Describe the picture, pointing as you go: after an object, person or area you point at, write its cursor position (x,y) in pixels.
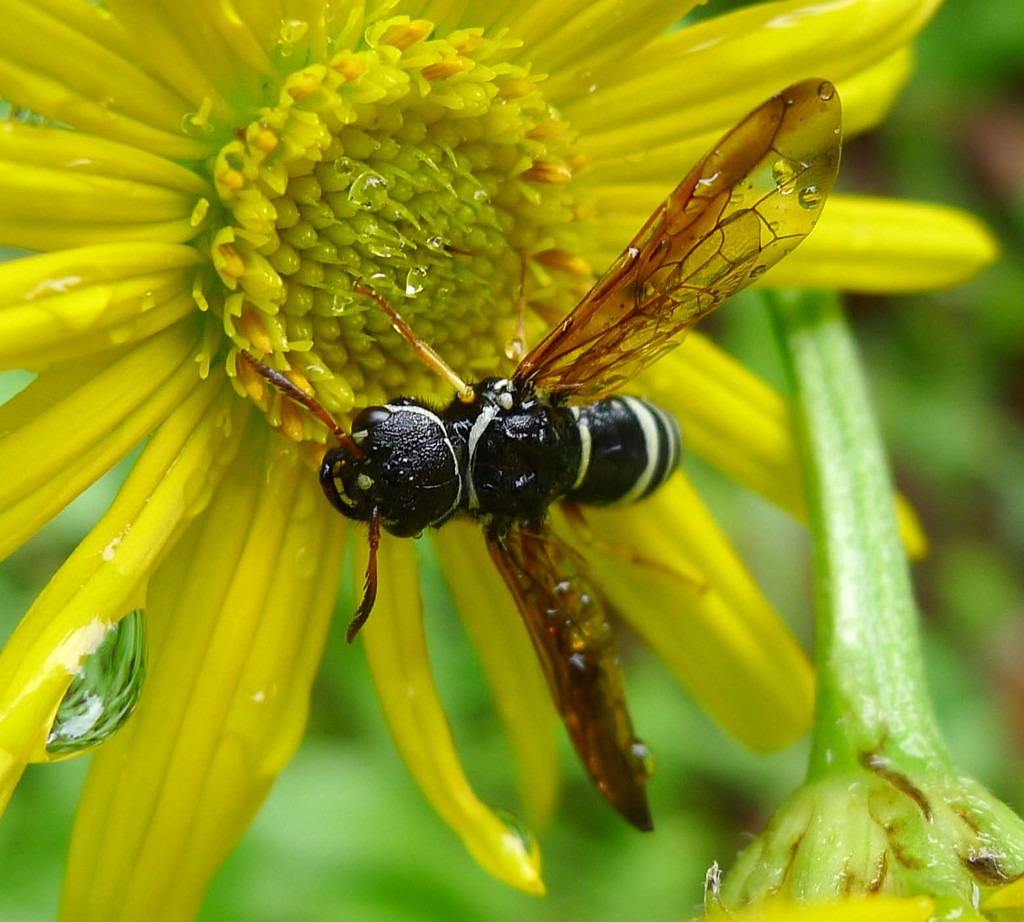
This image is taken outdoors. In this image the background (338,821) is a little blurred. There are a few plants (776,750). In the middle of the image (356,309) there is a sunflower (417,671) which is yellow in color and there is an insect (507,440) on the sunflower (698,407).
